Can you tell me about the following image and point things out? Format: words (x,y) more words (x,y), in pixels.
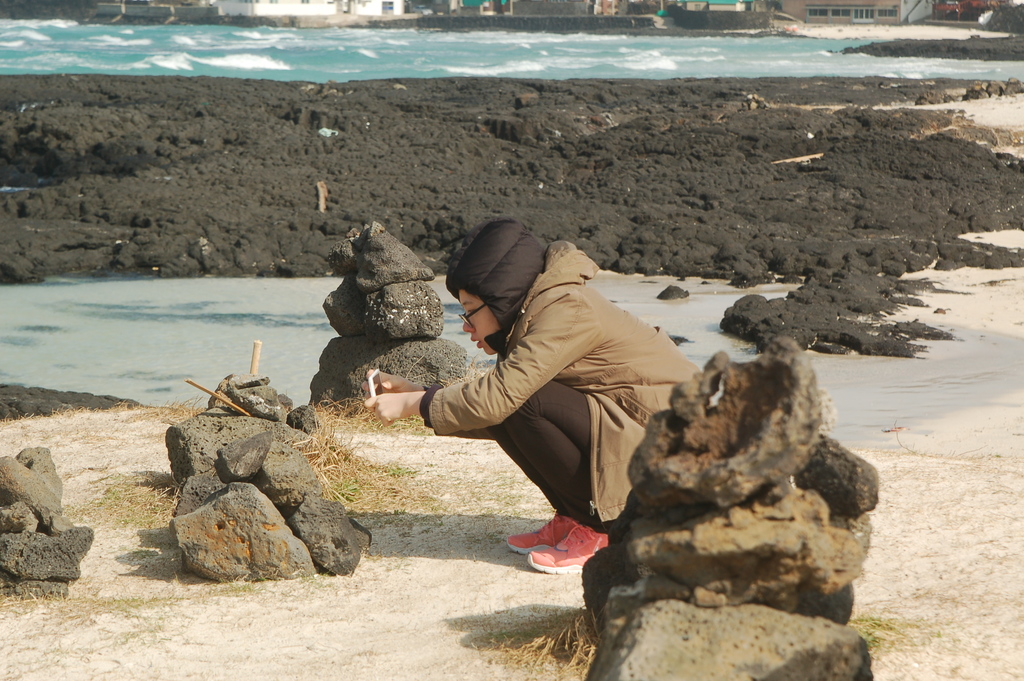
This image is clicked at a beach (199,407). There are rocks (274,406) on the shore (371,452). There is a girl (555,346) sitting on the ground (536,515) in a squat position. In the background (258,51) there is water (588,47). At the top (316,4) there are buildings (270,6) on the other side of the water (635,59).
